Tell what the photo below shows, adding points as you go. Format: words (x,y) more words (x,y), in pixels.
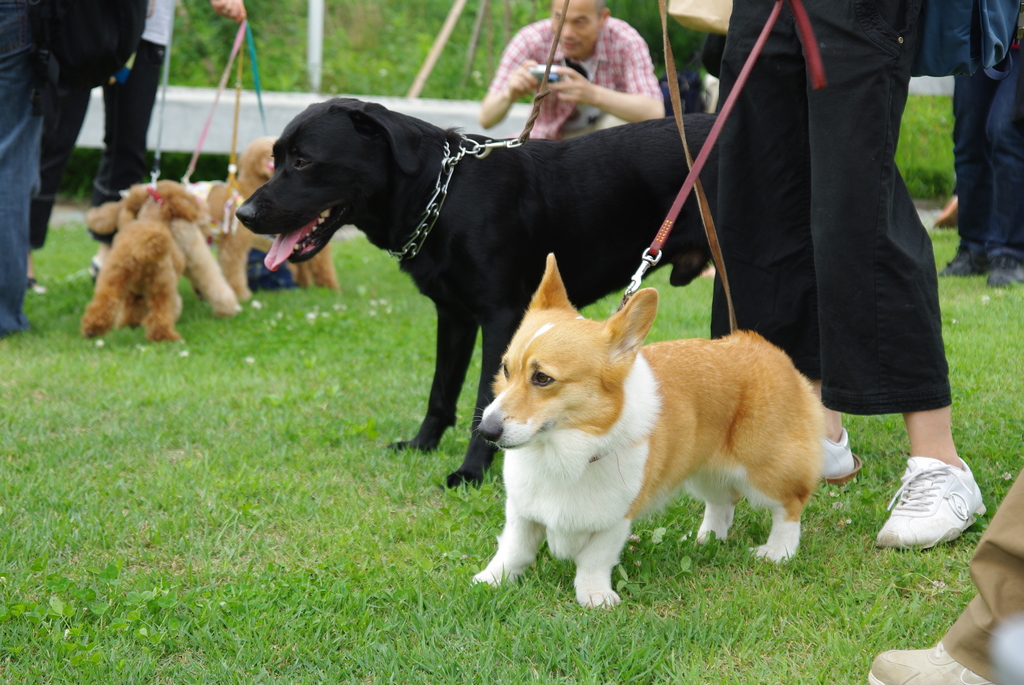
Here a dog (694,464) is there, it is in brown and white color, beside it there is another dog (539,231) in black color. In the middle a man (607,66) is taking the photographs of this dog (271,223). At the bottom (196,545) it is the grass (192,530).
